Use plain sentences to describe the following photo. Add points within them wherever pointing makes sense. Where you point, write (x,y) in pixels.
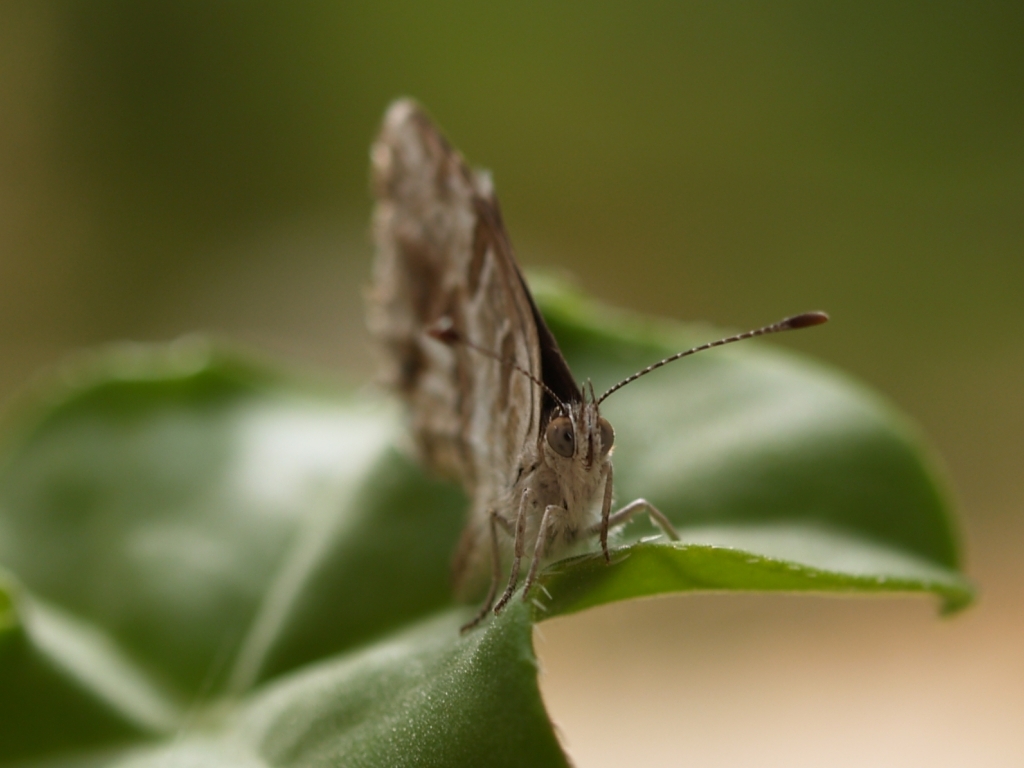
In this image I can see an insect (523,419) which is brown and cream in color on a leaf (381,528) which is green in color. I can see the blurry background (238,246).
